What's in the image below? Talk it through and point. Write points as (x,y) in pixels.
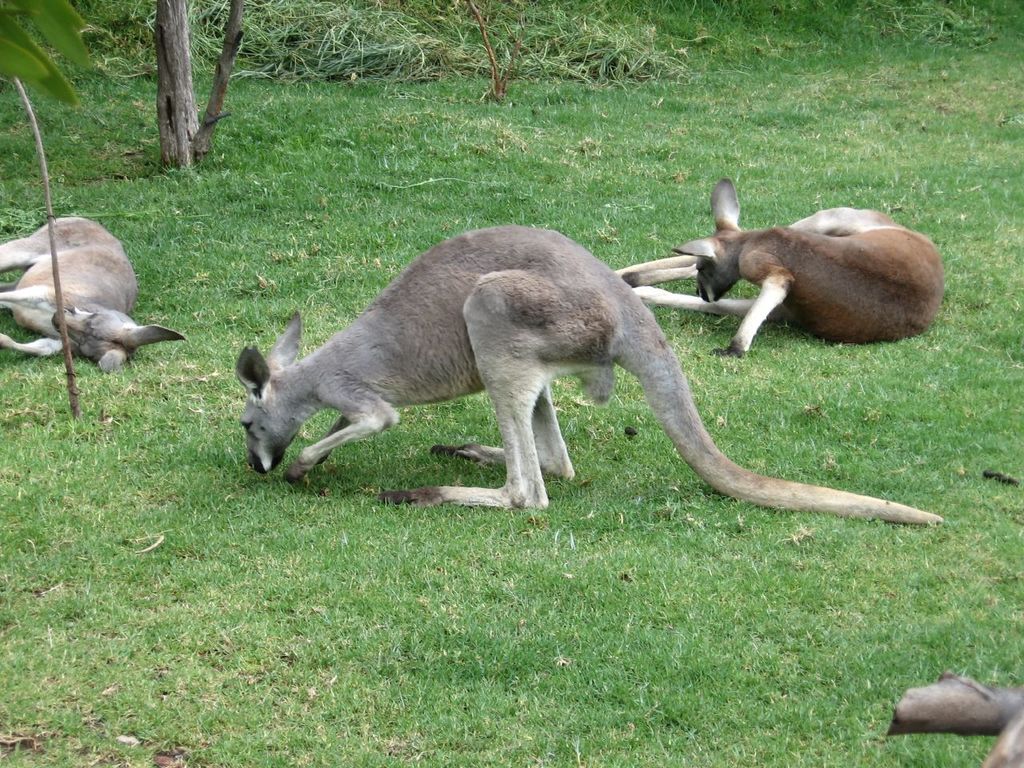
In this image there are kangaroos (378,332), there is a kangaroo (79,281) truncated towards the left of the image (68,255), there is a kangaroo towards the right of the image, there is the grass (47,106), there are leaves (41,75) truncated towards the left of the image (60,44).
